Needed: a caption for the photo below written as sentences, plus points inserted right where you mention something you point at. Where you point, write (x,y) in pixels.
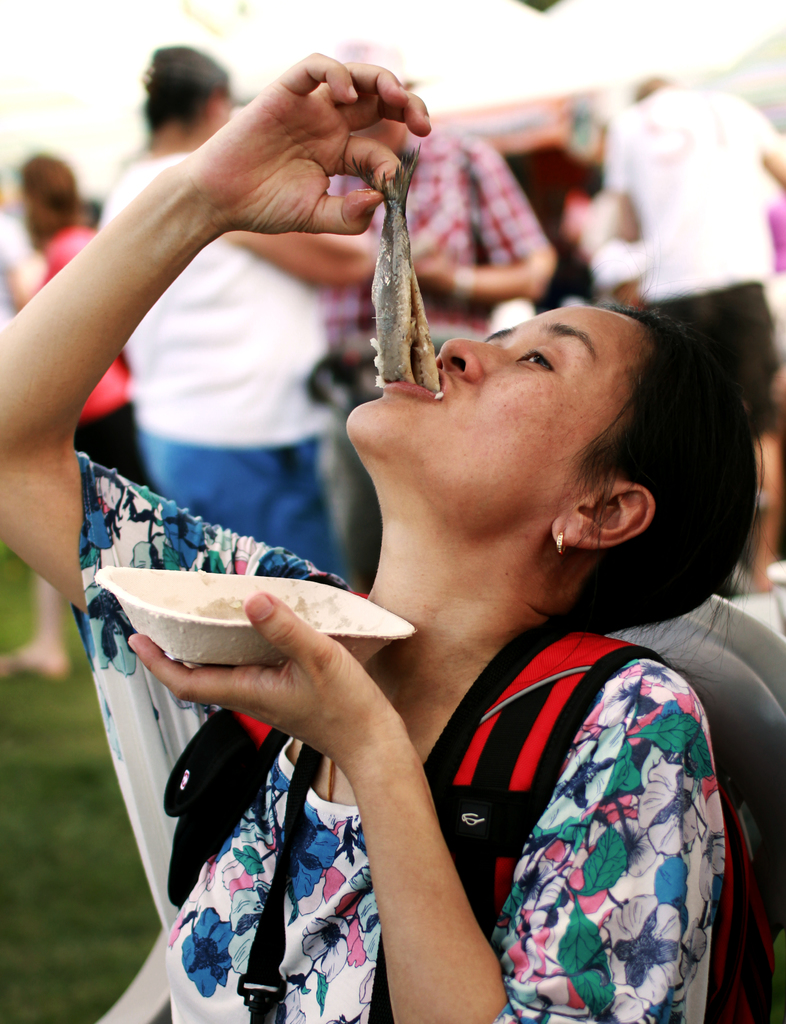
In the image I can see a lady (366,746) who is wearing the back pack (188,881) and eating the food item (431,378) and also I can see some other people (342,302) to the side.
